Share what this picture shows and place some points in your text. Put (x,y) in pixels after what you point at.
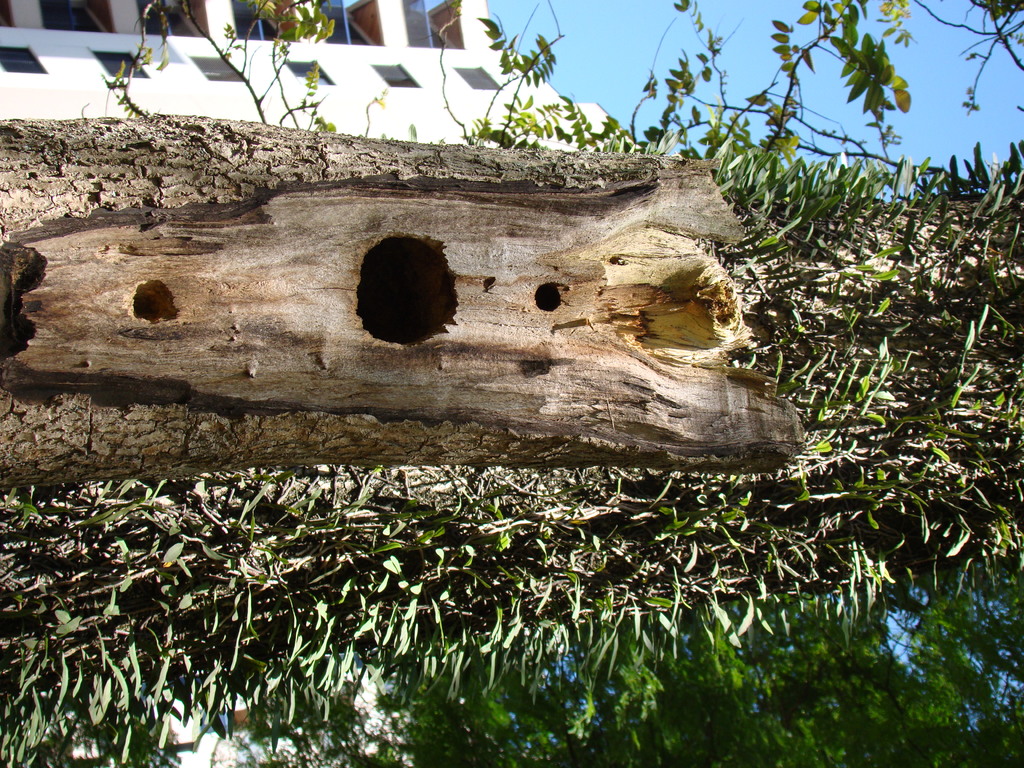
In the image there is a wooden log (343,322) and around that wooden log (580,446) there are some plants (750,488) and in the background (309,62) there is a building (418,93).
